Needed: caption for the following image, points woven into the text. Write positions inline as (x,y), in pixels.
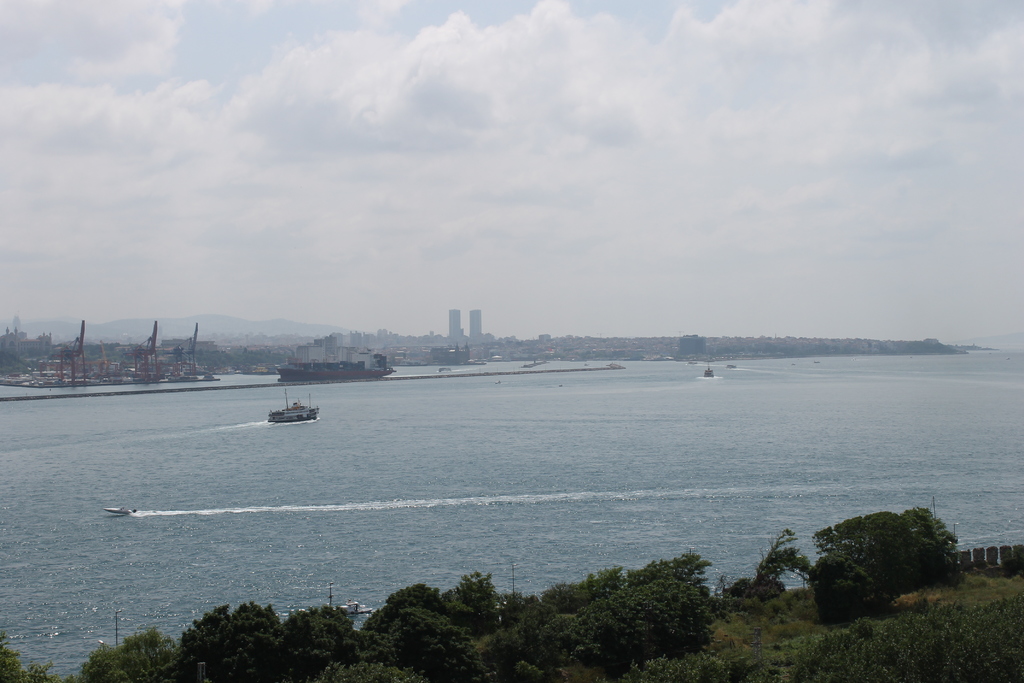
In this image, we can see boats (294,407) floating on the water (705,382). There are some trees (477,637) at the bottom of the image (251,655). In the background of the image (709,146), there is a sky (461,93).
